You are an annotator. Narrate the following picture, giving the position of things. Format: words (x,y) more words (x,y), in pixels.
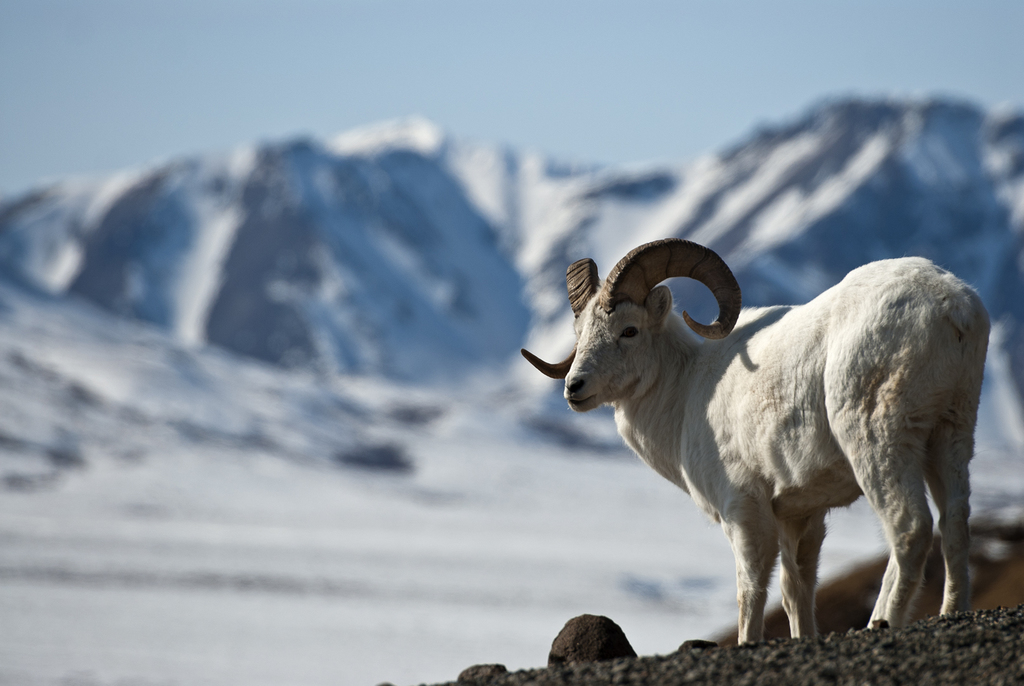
In the image in the center (663,439), we can see one sheep (769,428), which is in white color. In the background (666,202) we can see the sky (453,35) and hills (495,318).
